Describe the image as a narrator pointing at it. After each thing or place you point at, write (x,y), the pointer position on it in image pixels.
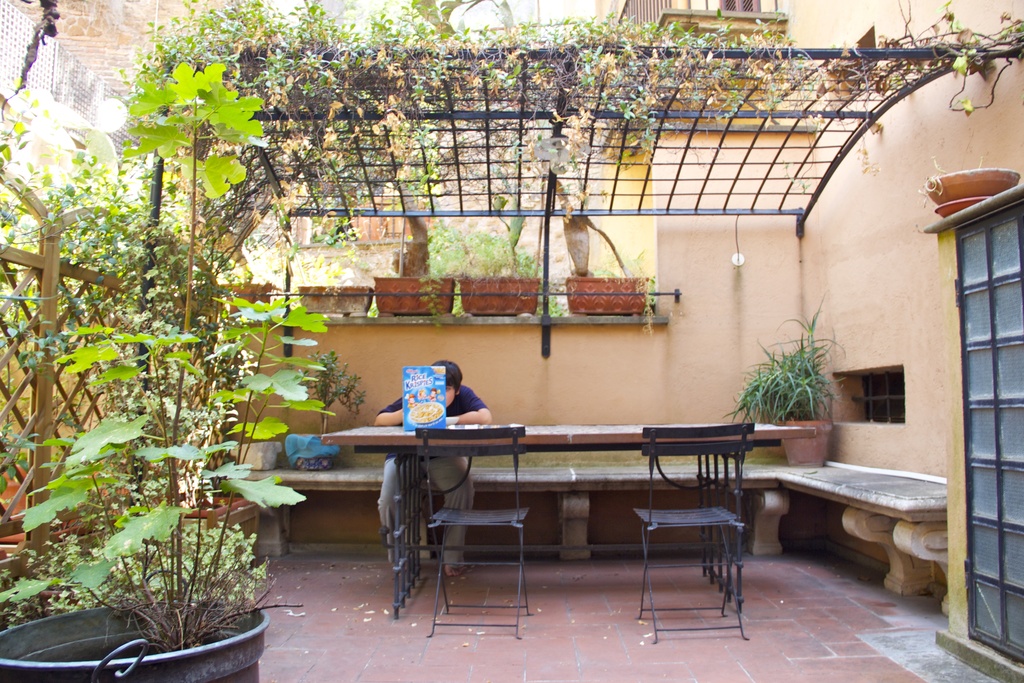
This is the picture of a place (417,417) where we have a person (388,410) sitting on the bench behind the table (400,449) and around him there are some plants (126,597) and a shelf (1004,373).
